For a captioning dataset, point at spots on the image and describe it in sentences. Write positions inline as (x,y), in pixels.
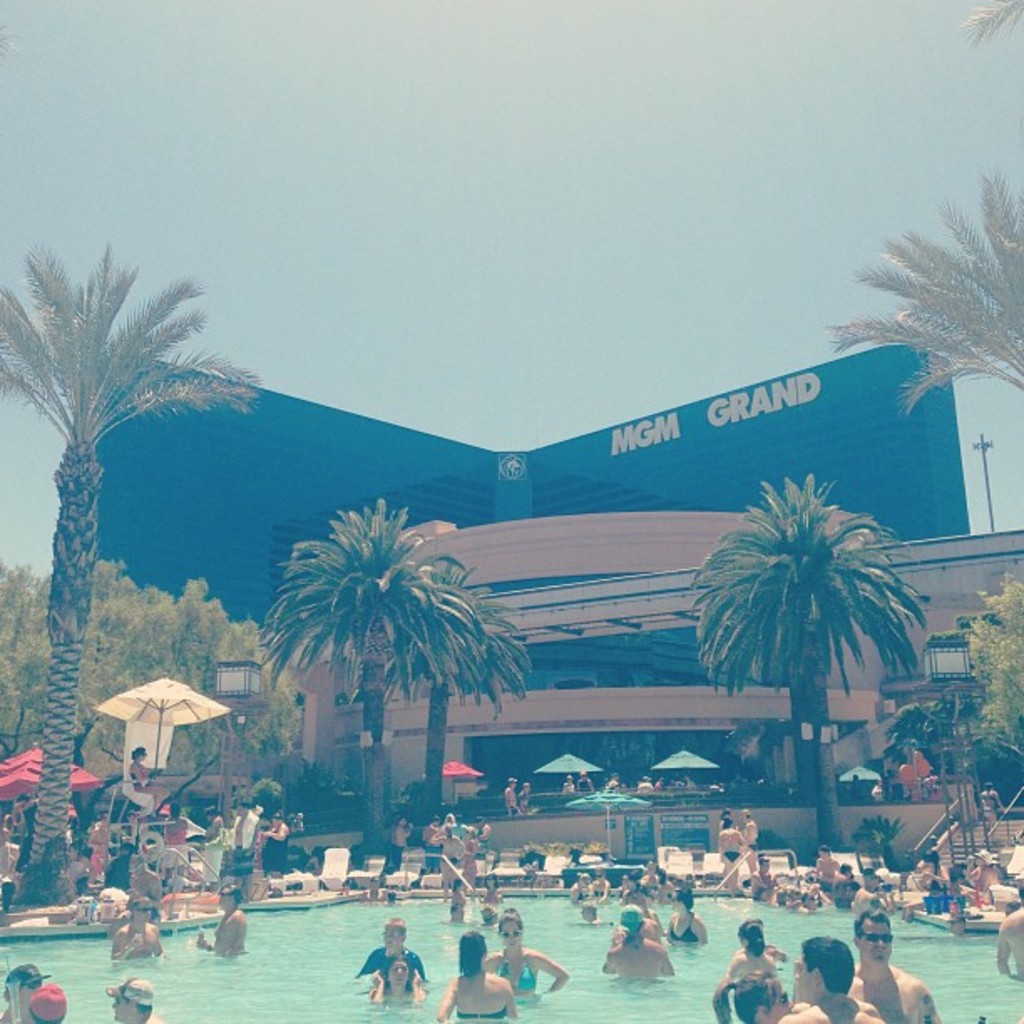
There is a swimming pool (638,980). In that there are many people (651,972). In the back (384,601) there are umbrellas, trees (452,684) and buildings (414,711). Also there are steps (967,825) on the right side (978,832). In the back (787,197) there is sky (438,270).
